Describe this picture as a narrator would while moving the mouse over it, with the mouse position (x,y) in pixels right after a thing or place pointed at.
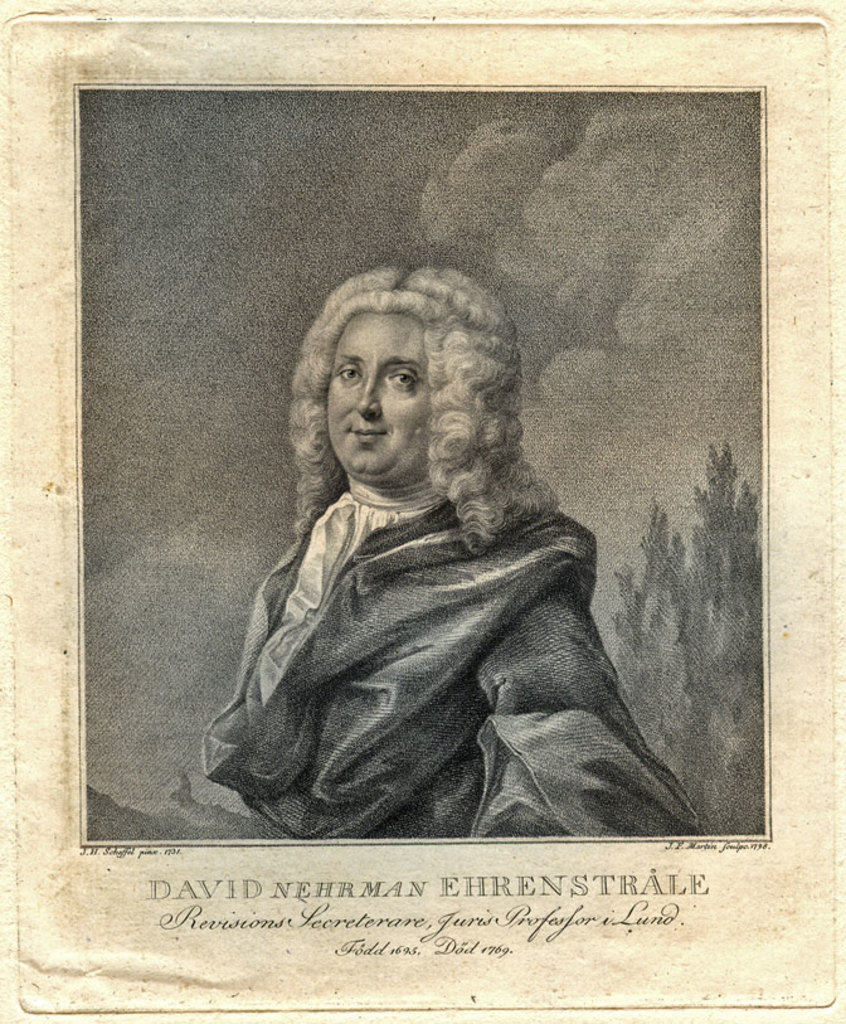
In the picture we can see a old photograph (186,612) of a person (315,615) on the paper (499,982), the person (322,607) is with long white hair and behind him we can see two trees (707,629) and sky (752,344) with clouds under the photograph (159,622) we can see a name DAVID NEHRMAN.
